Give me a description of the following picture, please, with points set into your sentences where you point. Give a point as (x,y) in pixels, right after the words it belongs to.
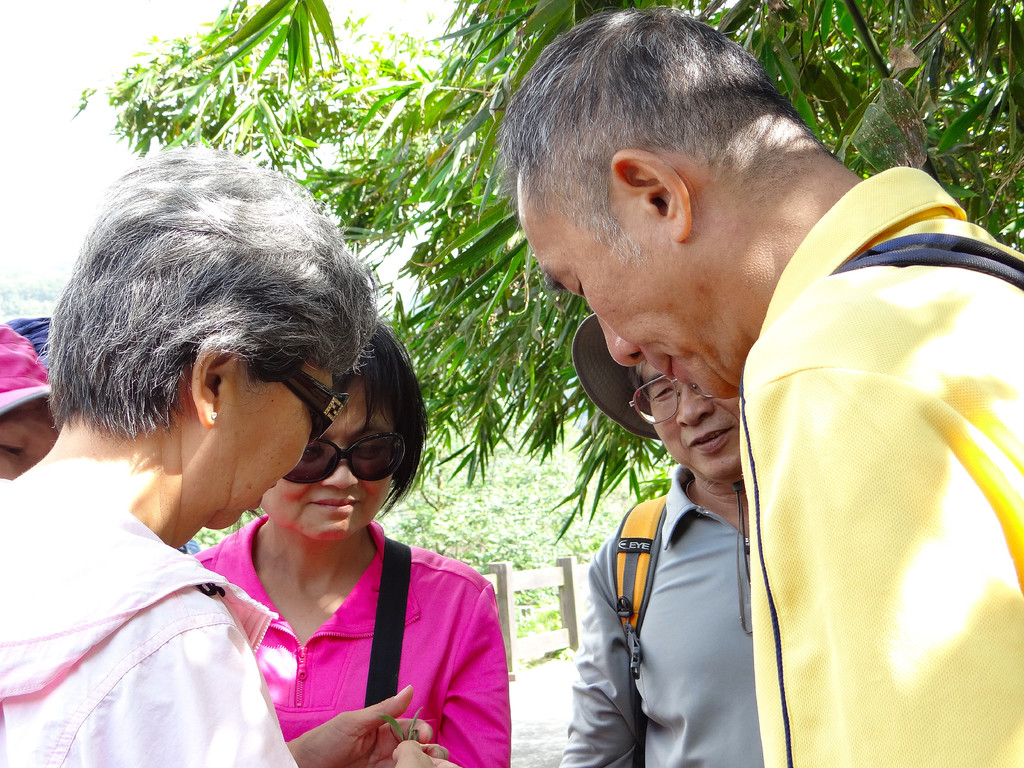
In this image in front (135,655) there are people (503,689) standing on the road (541,724). Behind them there is fence (570,634). In the background of the image (486,188) there are trees (424,58) and sky (38,154).
